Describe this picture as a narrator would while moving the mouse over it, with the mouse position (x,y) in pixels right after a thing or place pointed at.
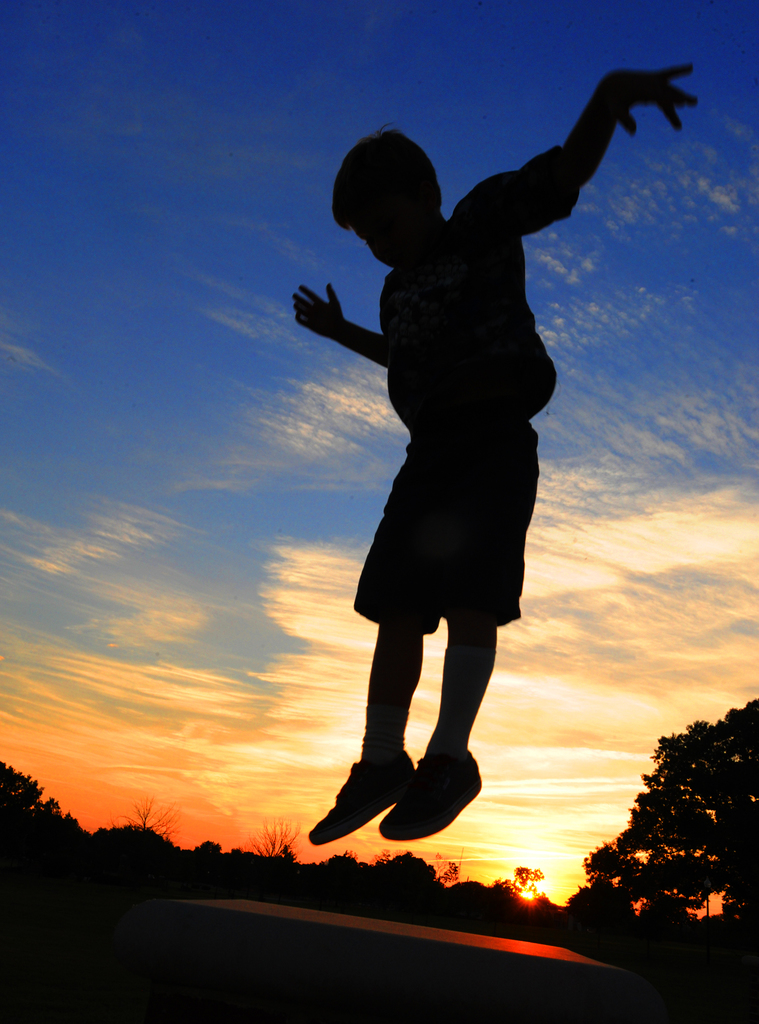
In this picture there is a boy (416,306) jumping. At the bottom (350,958) there is an object (404,961). At the back (443,895) there are trees (721,886). At the top (240,325) there is sky (221,549) and there are clouds (594,824) and there is a sun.
